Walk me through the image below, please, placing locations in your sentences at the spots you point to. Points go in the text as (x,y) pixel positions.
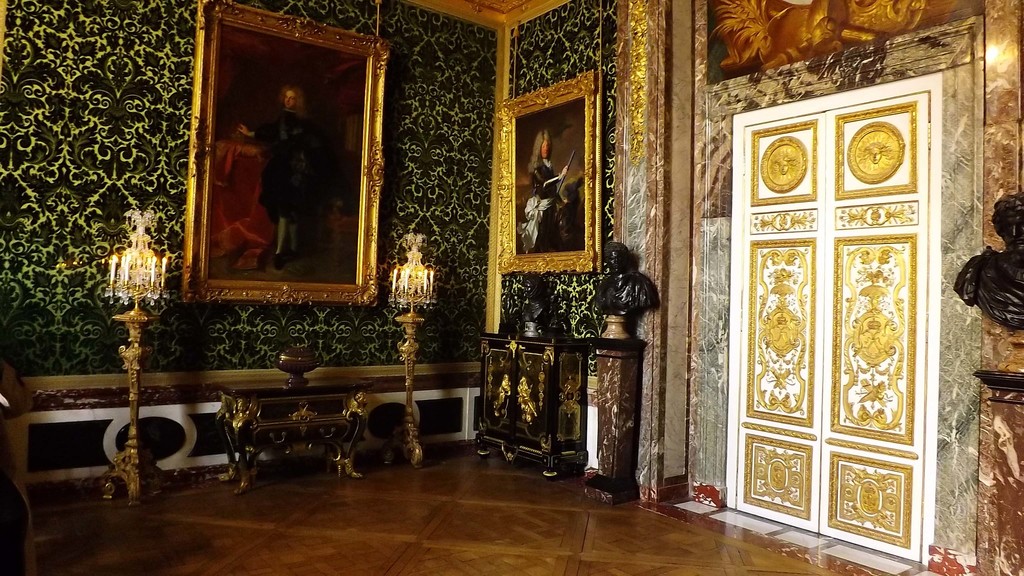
This is clicked inside a room (992,1), there is door (819,259) with golden design (790,156) on the right side (912,424) followed by idols (599,300) on table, on left side (112,284) there are lamps (144,249) on either side of picture (346,84) on the wall (101,86) and the floor (522,525) is of wood (568,543).
